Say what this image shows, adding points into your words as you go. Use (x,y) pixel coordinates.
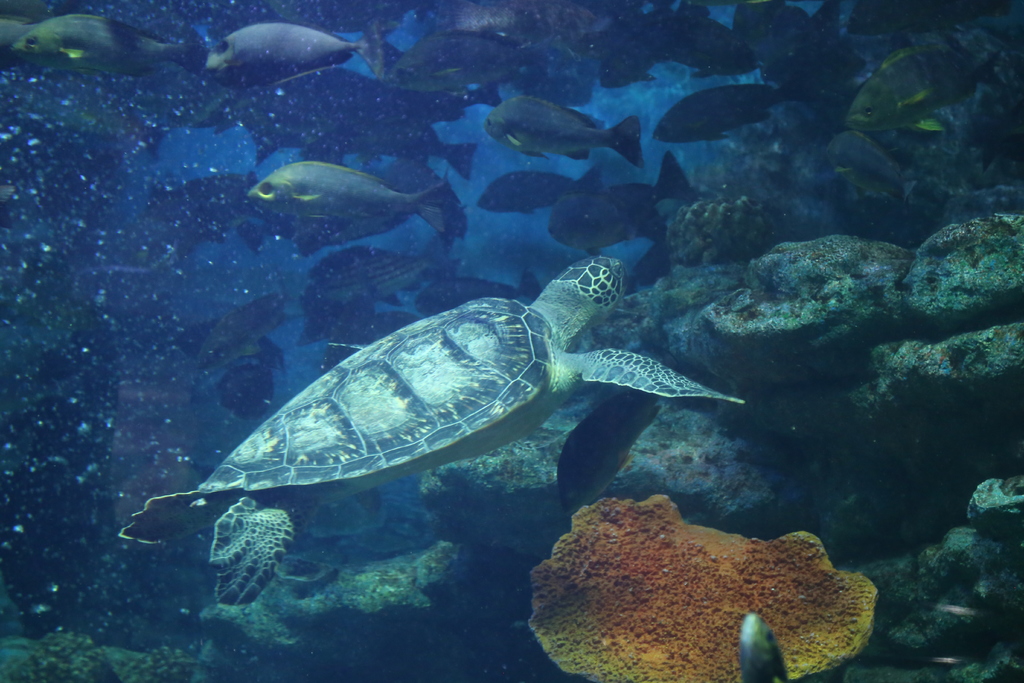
In this picture we can see some fishes (94,32) and a turtle (490,348), we can see under water environment (737,346), on the right side (851,301) there are some stones (863,363).
